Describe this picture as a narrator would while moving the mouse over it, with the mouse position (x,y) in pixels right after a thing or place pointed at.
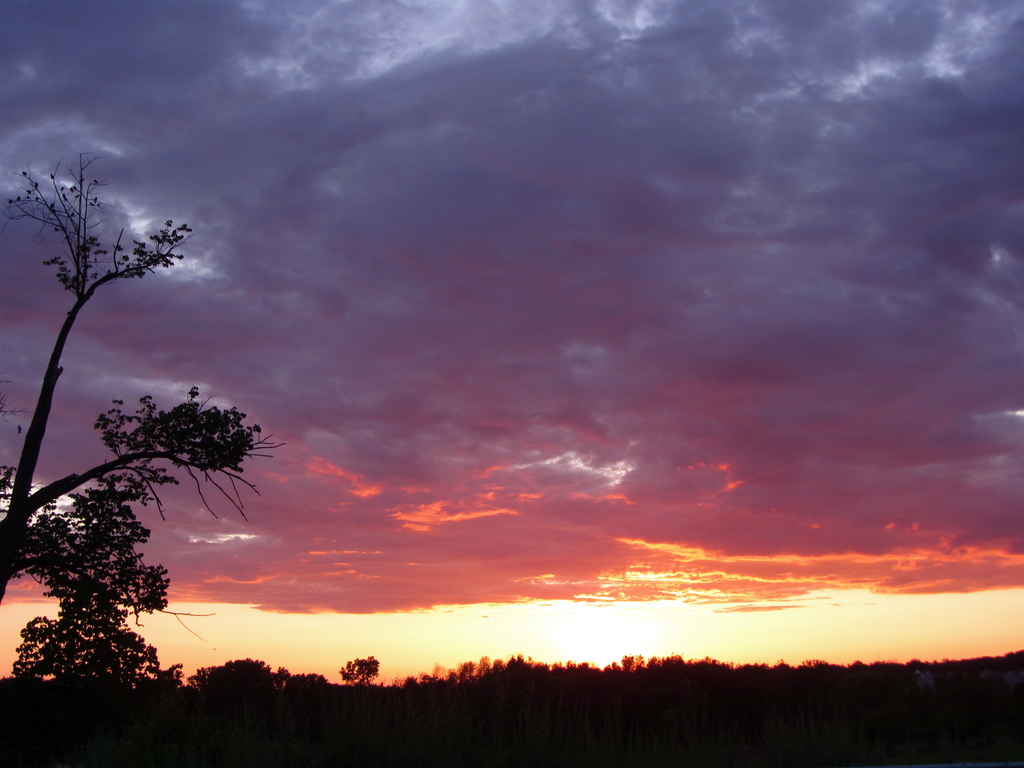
This picture is clicked outside. In the foreground (79,701) we can see the trees (328,697). In the background (401,663) we can see the sky (152,305) which is full of clouds (317,612) and we can see some other items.
